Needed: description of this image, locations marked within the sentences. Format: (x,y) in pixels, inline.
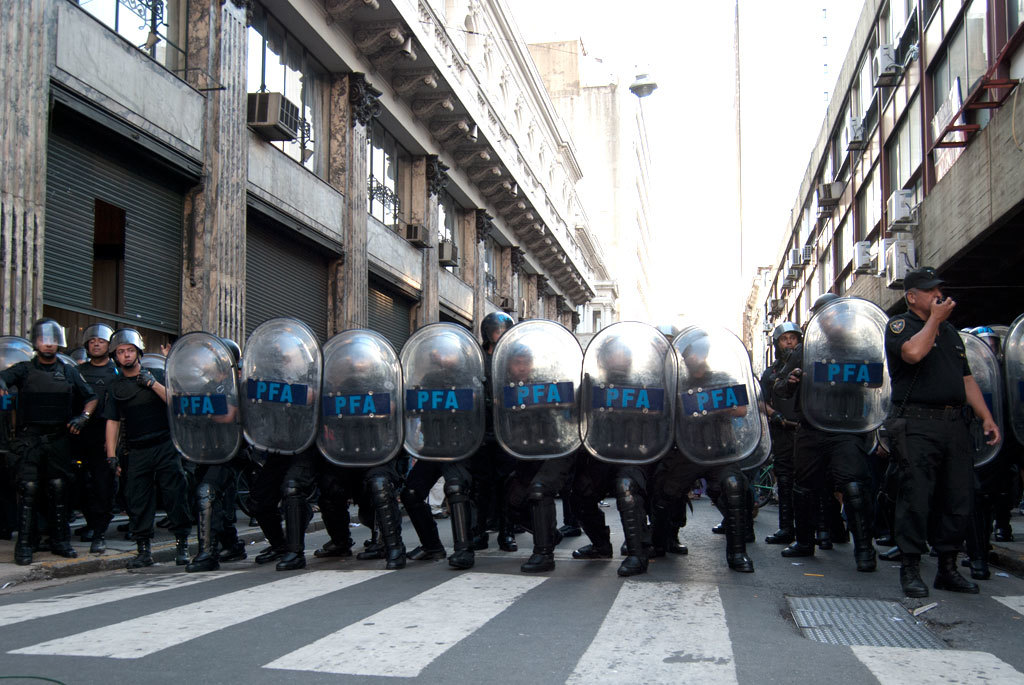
In this image, we can see people (477,477) holding shields (430,411) in their hands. In the background (517,243), there are buildings (765,275) and at the bottom (489,640), there is road (513,642).
